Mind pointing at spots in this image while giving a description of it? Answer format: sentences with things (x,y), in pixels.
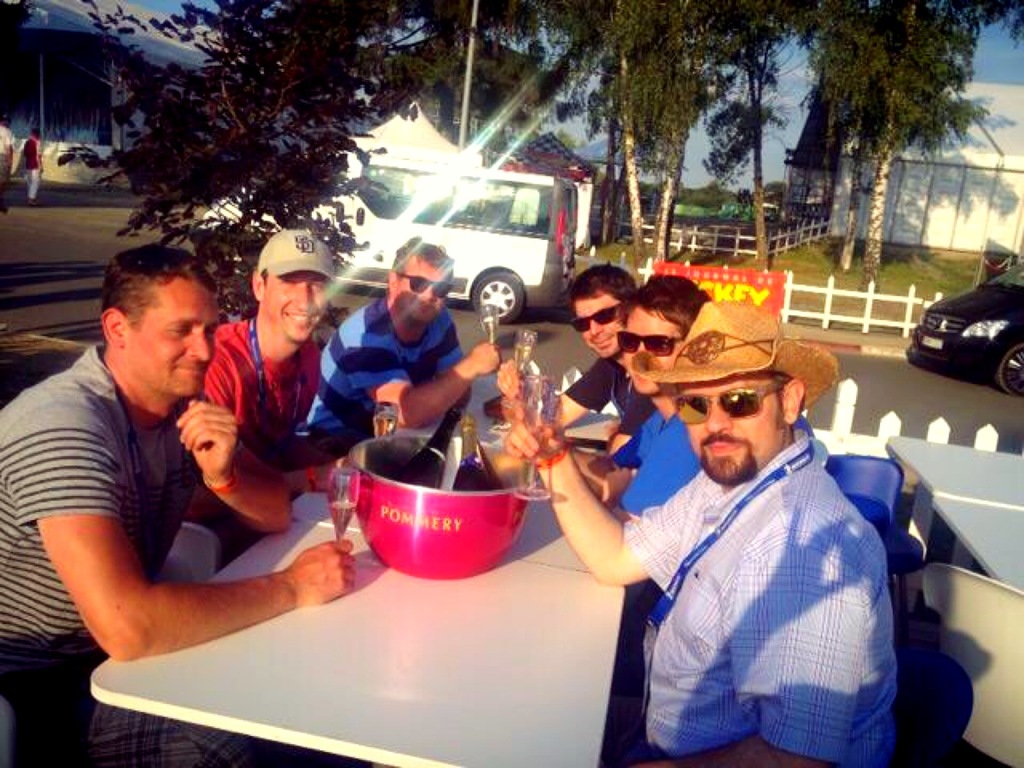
people (125,351) are sitting around the table (398,616) holding glasses (536,417). on the table (488,608) there is a vessel (420,508) in which there are 2 bottles (421,460). behind them there are cars (932,314), building (66,83), trees (65,157), fencing (825,301).
